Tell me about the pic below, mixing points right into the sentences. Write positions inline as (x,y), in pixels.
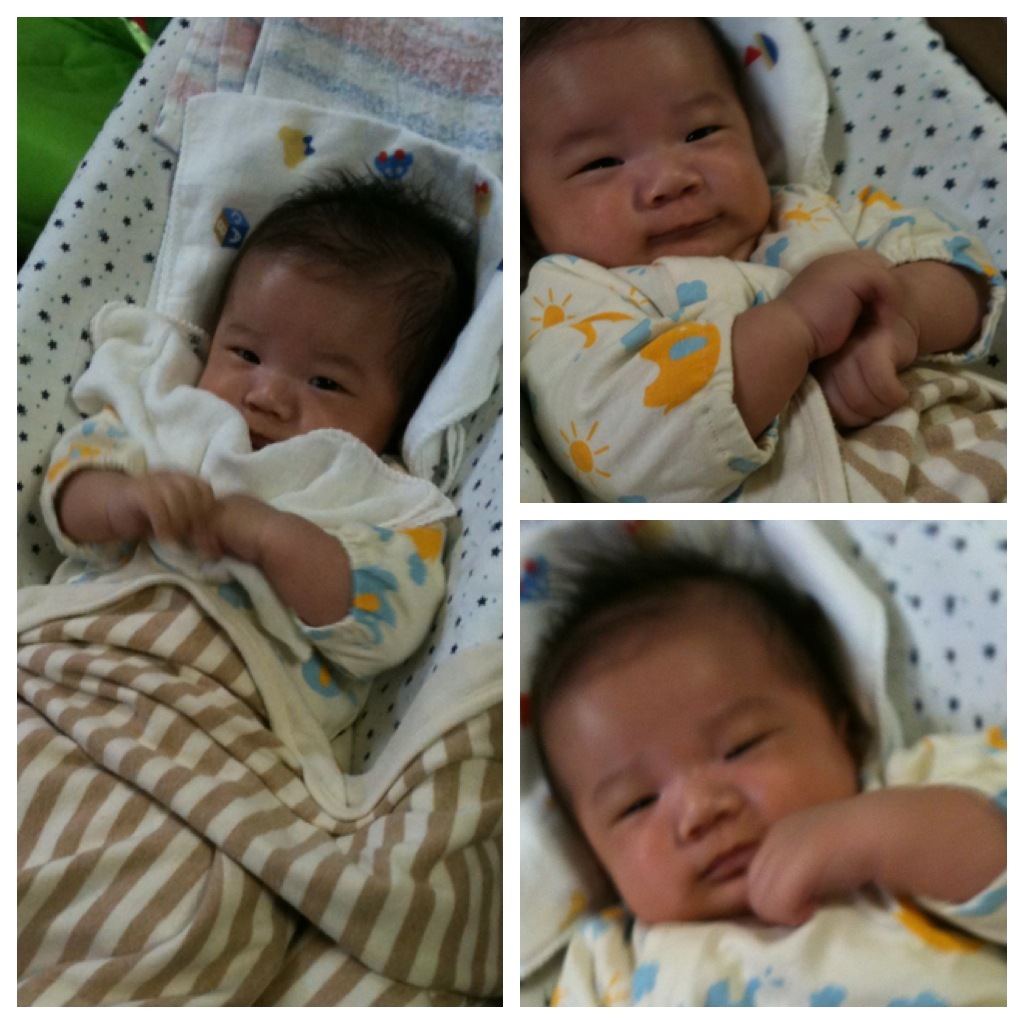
A collage picture of the same baby (757,948). This baby (959,839) is laying on the cloth surface (94,306). Above this baby (595,433) there is a baby blanket (229,632).
